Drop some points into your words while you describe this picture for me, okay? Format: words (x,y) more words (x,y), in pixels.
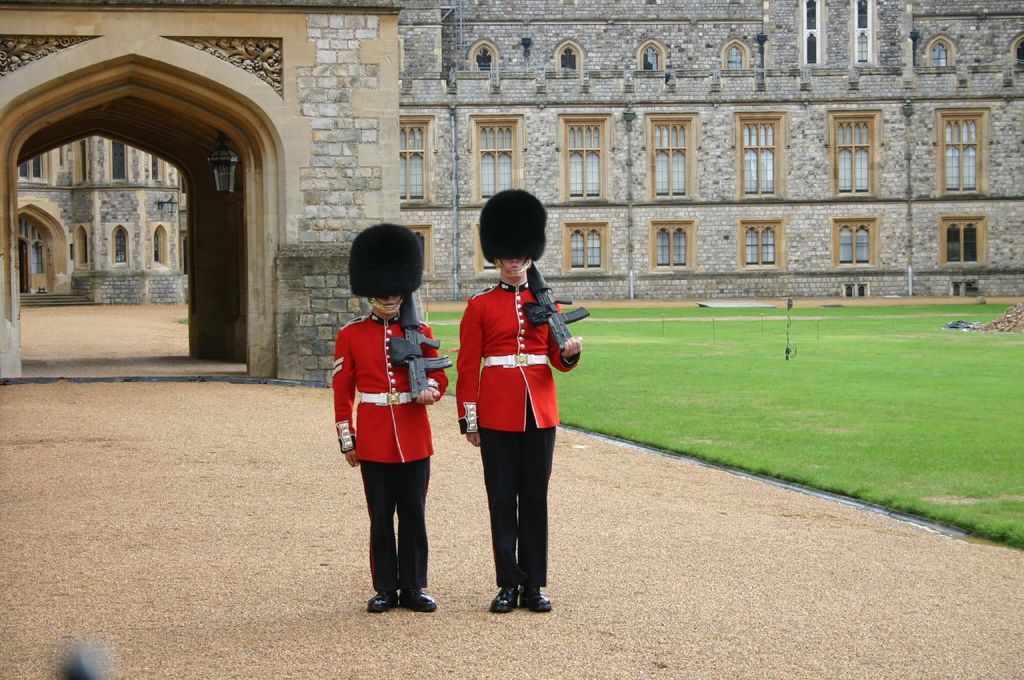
Front these two people (402,430) are standing and holding guns (560,337). Background (1,202) we can see building (702,43), arch (3,188) and grass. Lamp (228,167) is attached to the wall (262,171). To this building (935,211) there are windows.
